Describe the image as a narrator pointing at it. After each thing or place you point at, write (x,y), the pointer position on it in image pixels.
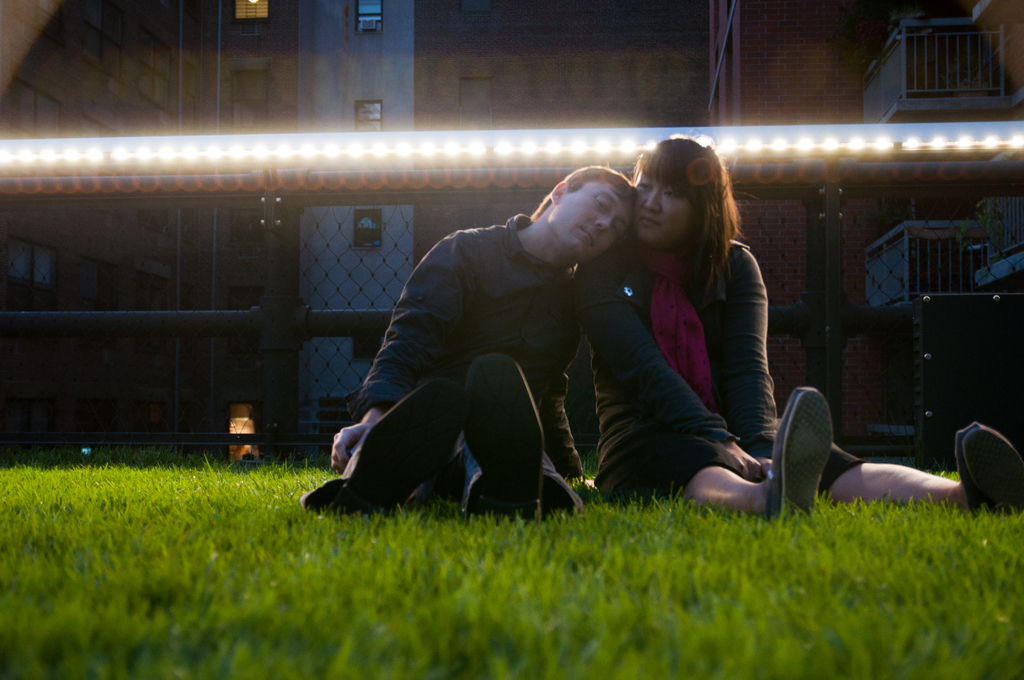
In this image we can see a man (545,289) and a woman (736,322) sitting on the grass (285,575). In the background (286,347) there is fence (854,333) and also buildings (533,108). Lights (265,152) are also visible.
